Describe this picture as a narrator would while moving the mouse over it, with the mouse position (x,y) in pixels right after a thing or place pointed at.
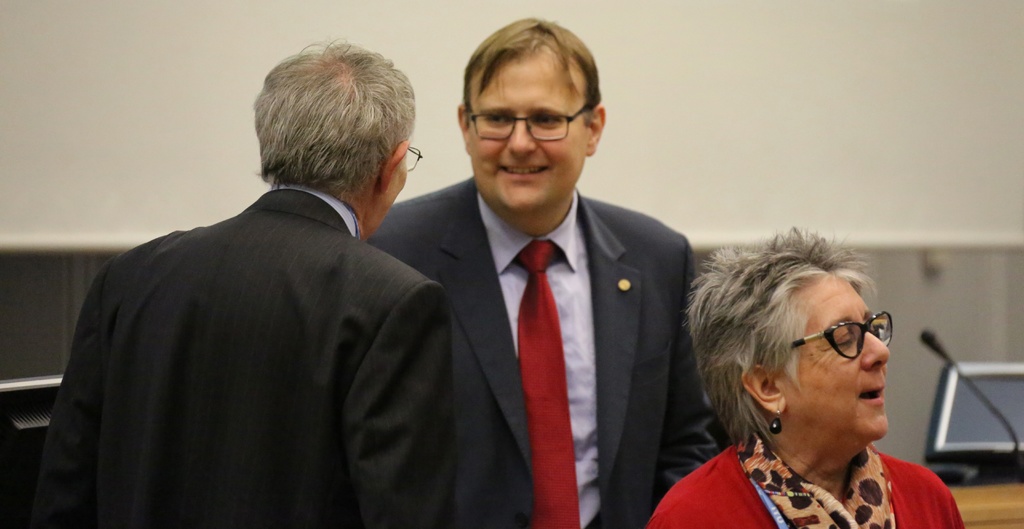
In this picture we can see there are three people (300,247) in a room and behind the people (296,328) there are monitors (964,369), microphone (930,334) and a wall (688,108).
